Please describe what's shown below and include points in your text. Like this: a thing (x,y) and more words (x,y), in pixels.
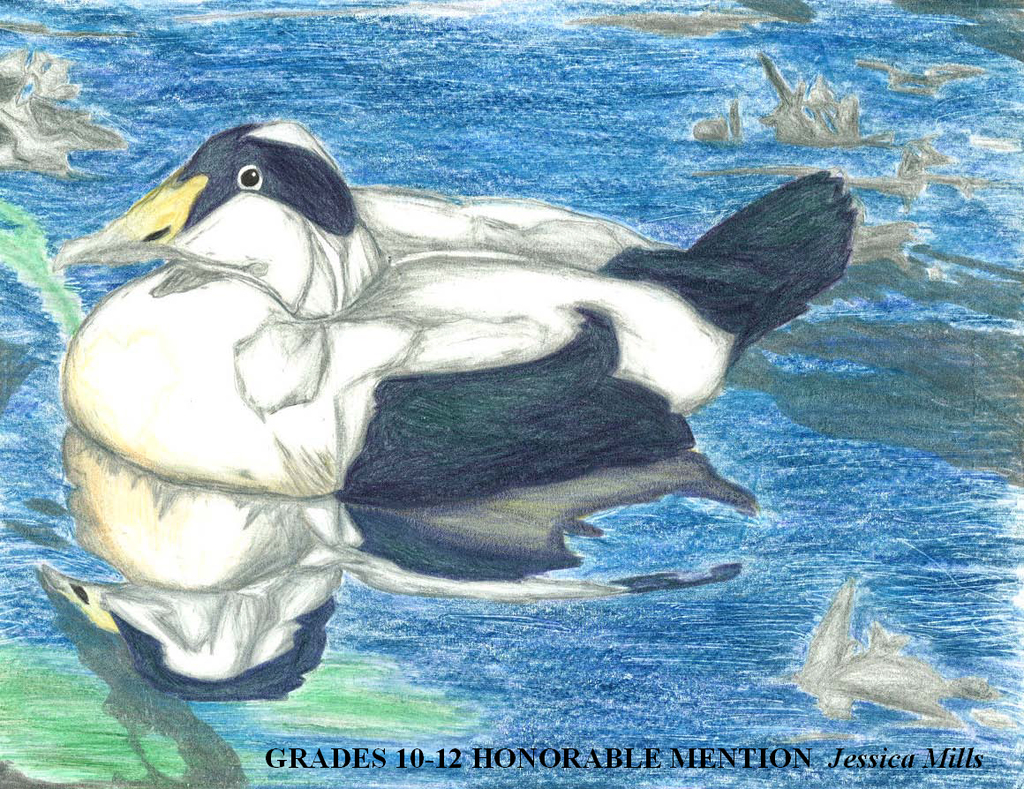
In this picture I can see painting (308,284) of a duck (406,325) in the water (733,409) and I can see text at the bottom of the picture (393,770).
